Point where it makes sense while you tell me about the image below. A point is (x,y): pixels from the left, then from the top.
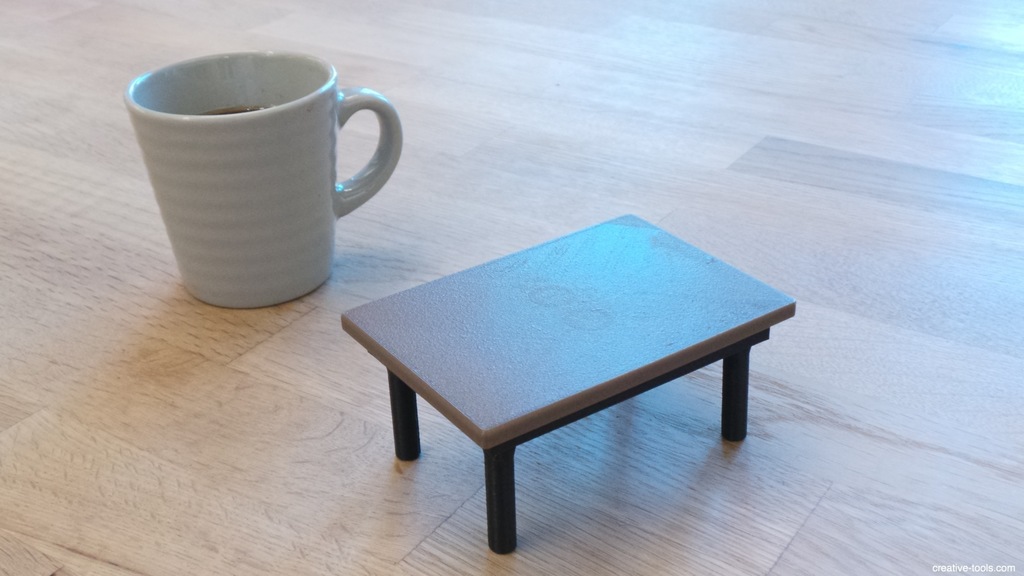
In this image there is a table (491,369), there is a cup (269,190) on the wooden floor (297,370), there is a drink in the cup (229,117), there is text (979,566) towards the bottom of the image (971,565).
